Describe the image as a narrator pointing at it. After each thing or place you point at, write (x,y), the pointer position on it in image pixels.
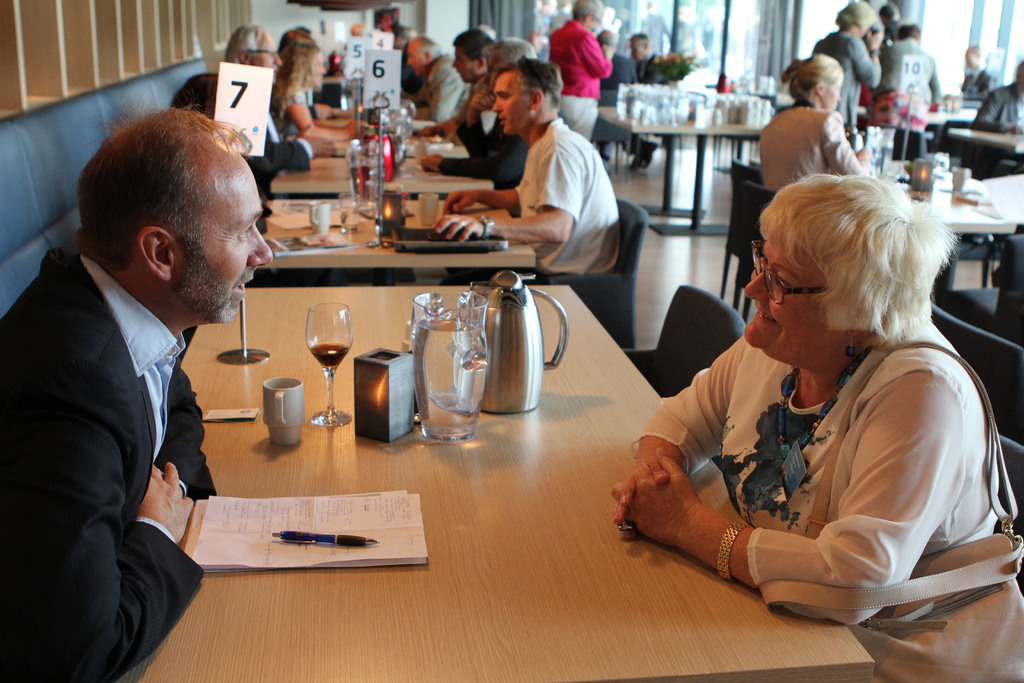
In this image, there are some persons (457,86) wearing clothes (476,124) and sitting in front of the table (606,409). The table (345,290) contains jugs (465,342), glass (335,343), cup (290,401), pen (285,532) and some papers (243,521). The person (650,419) who is on the right side of the image (879,415) wearing spectacles (776,304) on her head (785,313).
